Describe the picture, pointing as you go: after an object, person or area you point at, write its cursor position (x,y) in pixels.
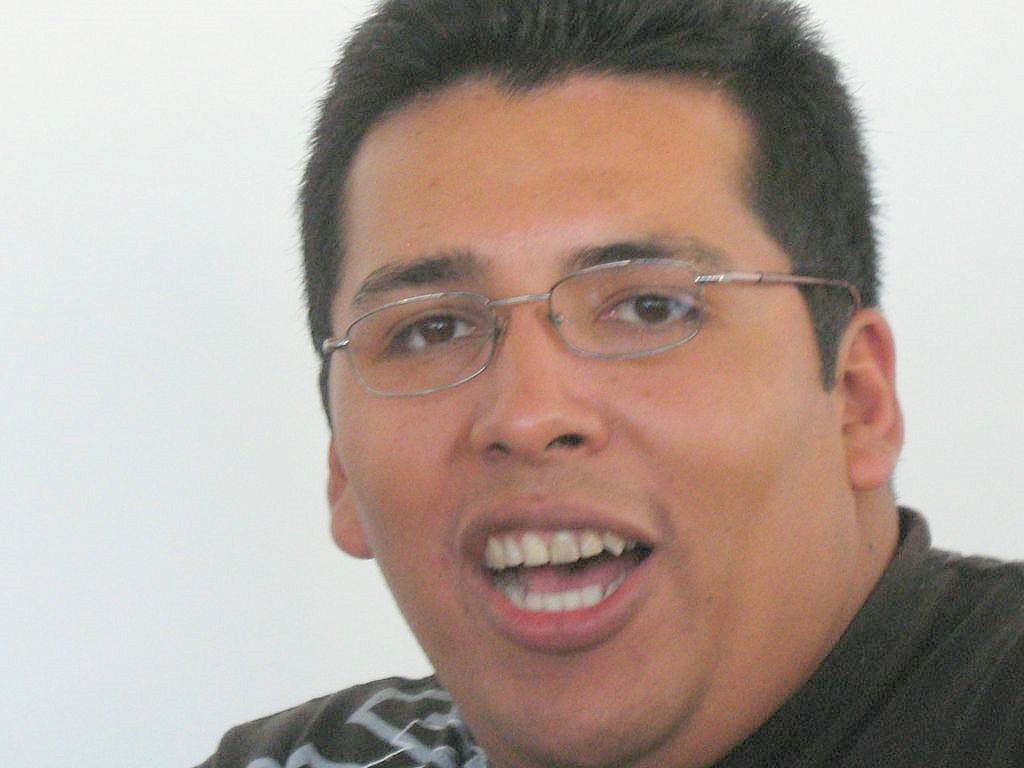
The picture consists of a person (658,626), he is wearing spectacles (576,353) and talking something. In the background (148,142) it is white.
